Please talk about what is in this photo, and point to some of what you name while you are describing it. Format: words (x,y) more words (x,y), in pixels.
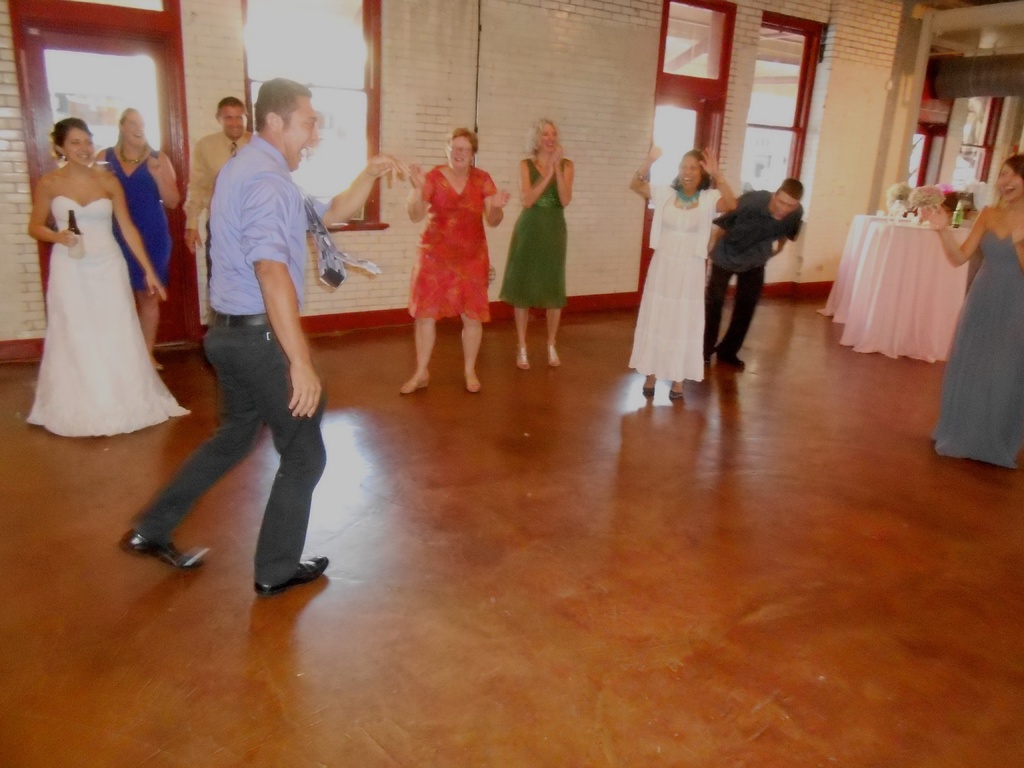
In this picture we can see a person (346,196) dancing on the floor (202,530). There is a woman (95,416) holding a bottle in her hand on the left side (54,284). We can see a few people (147,228) standing and clapping. There is a bottle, flowers (915,189), pink cloth (871,219) and other objects (949,210) are visible on a table (892,259). We can see a few windows (320,127) and a door (163,38) on the left side (268,17).
